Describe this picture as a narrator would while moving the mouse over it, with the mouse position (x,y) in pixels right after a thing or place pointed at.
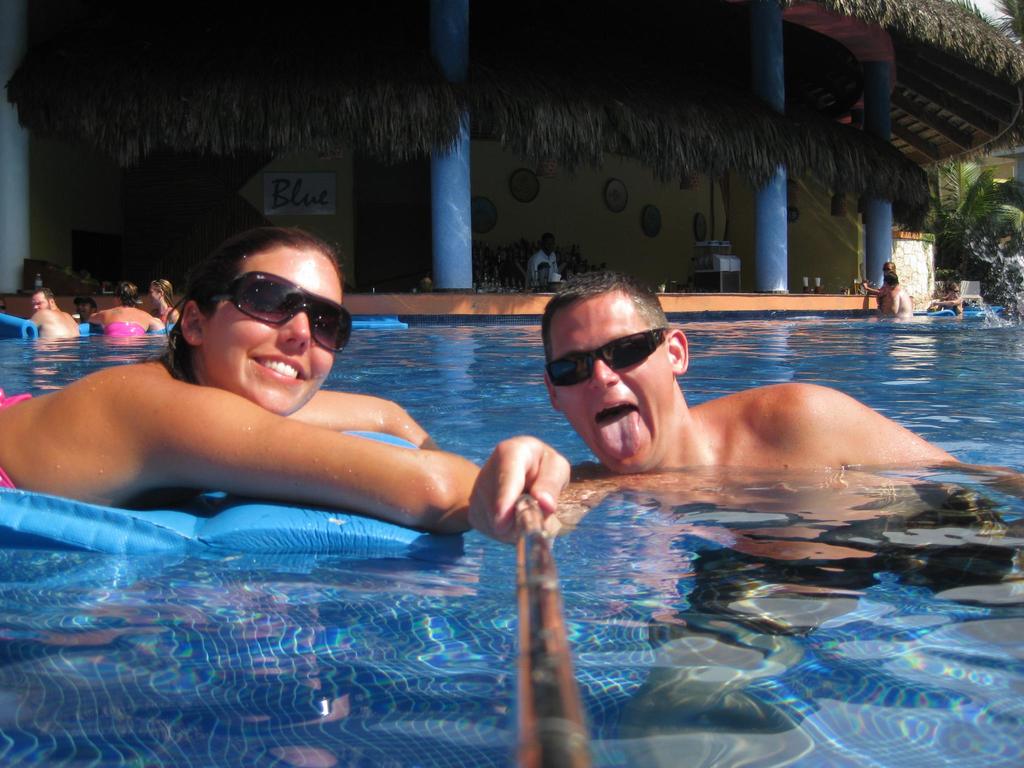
In this image I see a woman (272,395) who is on a blue thing (368,540) and I see that she is wearing shades (261,292) and she is smiling and I see a man (594,344) over here who is also wearing shades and I see that he is holding a thing (532,753) in his hand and I see the water (353,619). In the background (49,328) I see few more people (146,327) and i see the pillars (883,215) and I see the leaves (951,37) and I see a tree (967,168) over here.
